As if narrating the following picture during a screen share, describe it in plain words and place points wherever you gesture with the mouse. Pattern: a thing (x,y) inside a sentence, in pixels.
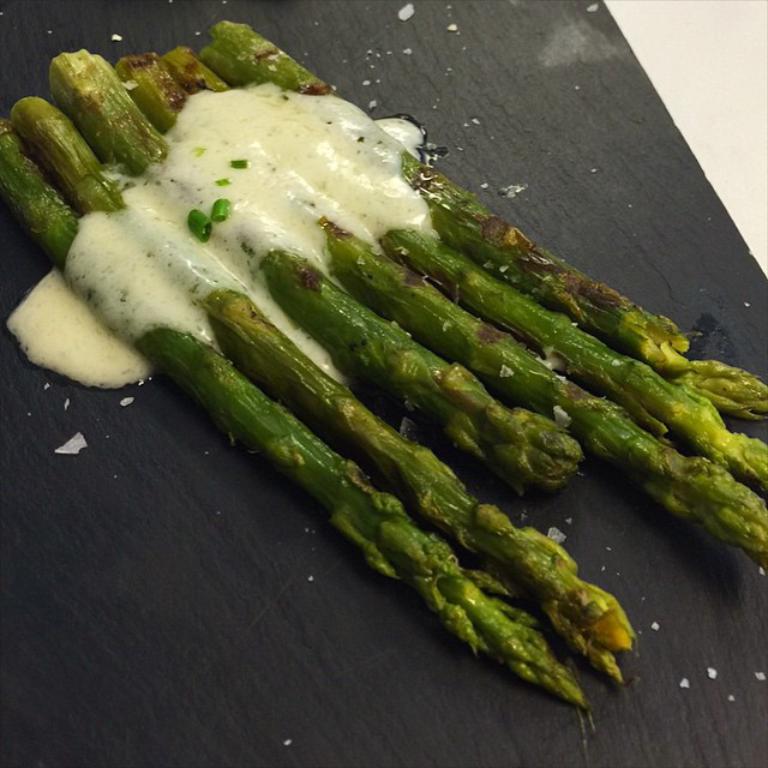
In the picture we can see a black surface (593,208) on it, we can see some vegetable sticks (503,416) placed with some cream (236,245) on it.
